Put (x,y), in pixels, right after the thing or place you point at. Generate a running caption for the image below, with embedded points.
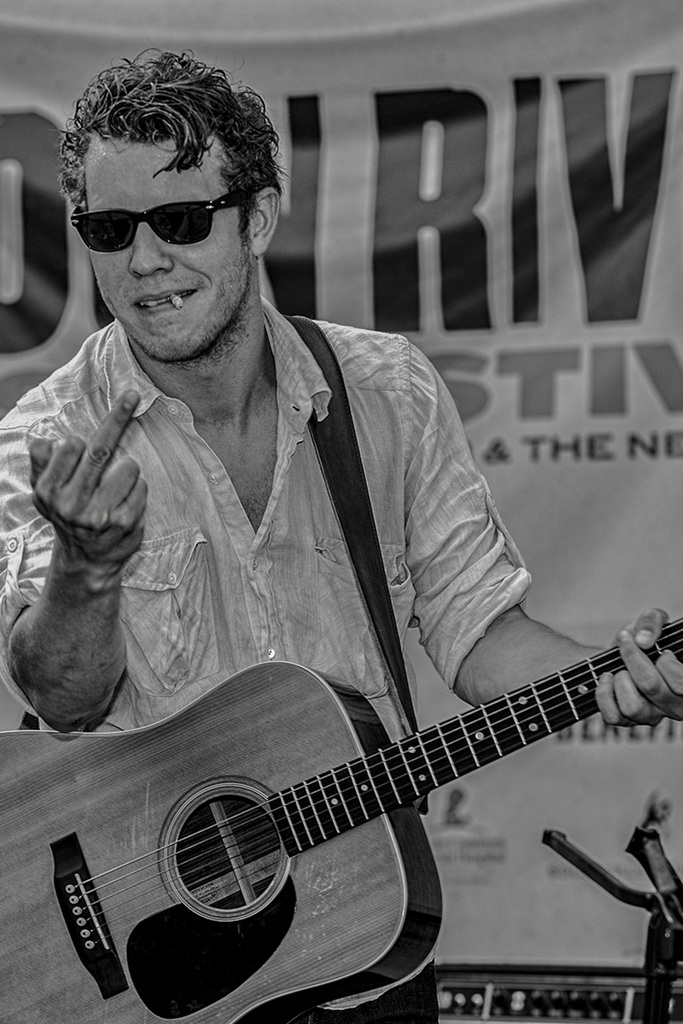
In this picture there is a man (294,605) holding a guitar (278,688) and cigarette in his mouth (153,302). There is a poster (571,368) at the background (557,302).
